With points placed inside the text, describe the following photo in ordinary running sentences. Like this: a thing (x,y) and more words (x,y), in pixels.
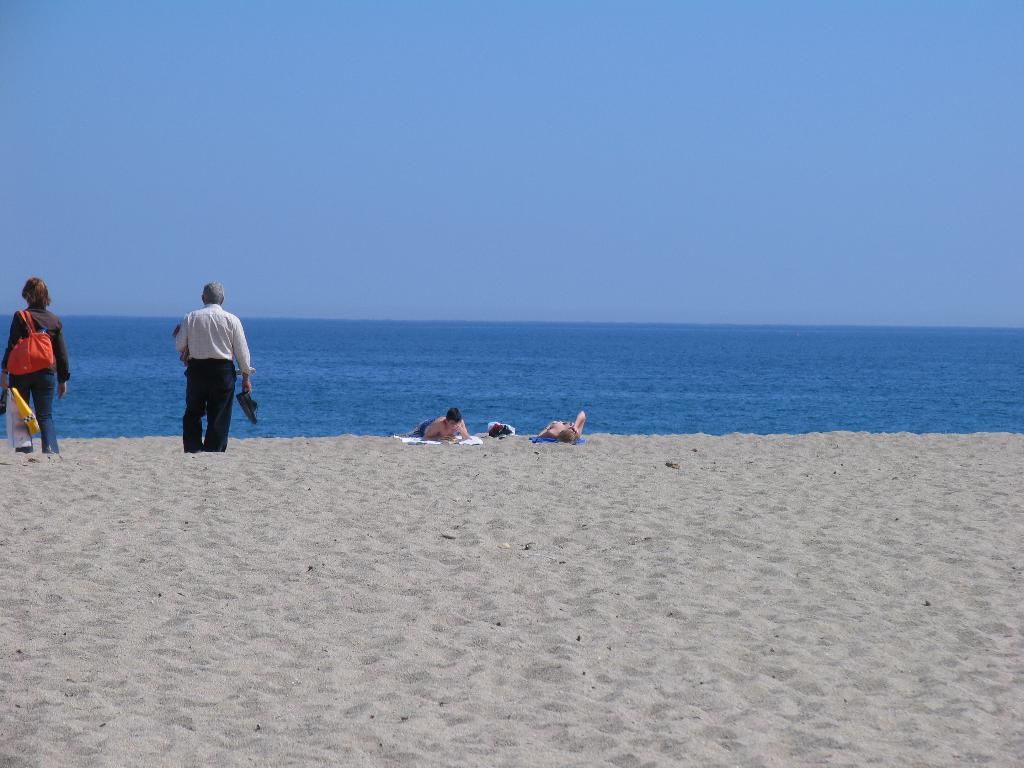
In this image, we can see persons (43,318) on beach (246,468). There is a person (47,398) on the left side of the image (44,357) wearing a bag (34,340). There is a sky (570,45) at the top of the image (570,45).
